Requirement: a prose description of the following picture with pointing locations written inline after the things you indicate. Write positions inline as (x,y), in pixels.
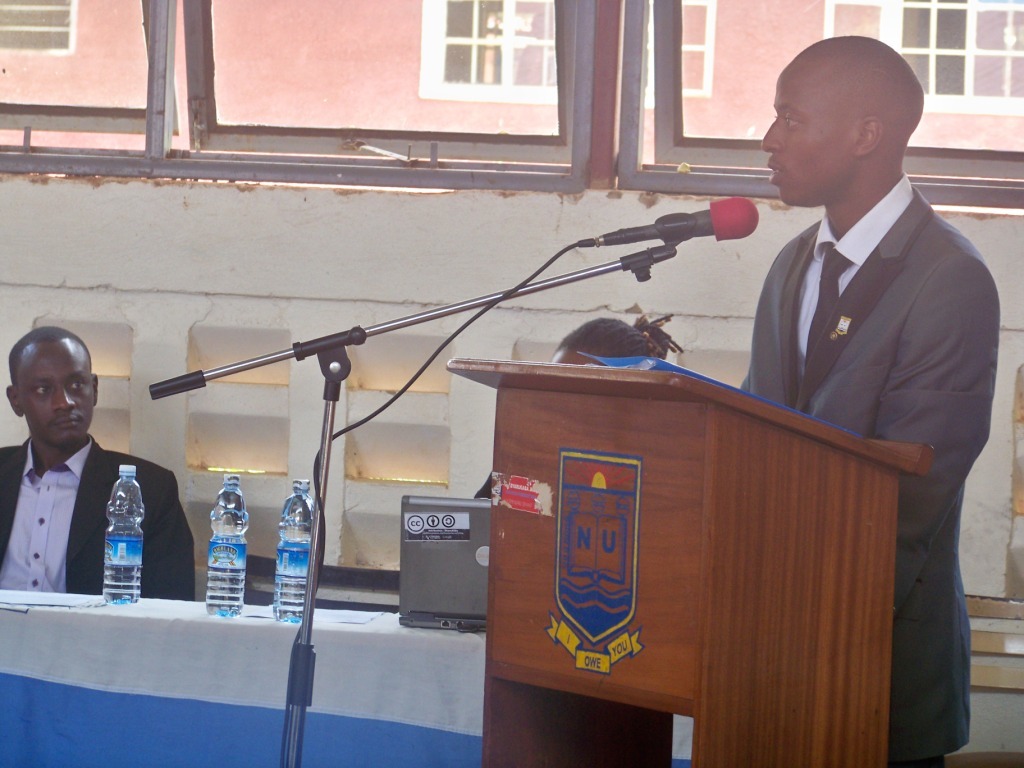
In the picture we can see two men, one man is sitting and one man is standing near the table (173,757) and talking in microphone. Person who is sitting is wearing a black blazer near the table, on the table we can find some bottles (240,535), laptop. In the background (561,314) we can find a wall (610,281), windows (668,120), from the windows (479,144) we can find a building (89,94).
